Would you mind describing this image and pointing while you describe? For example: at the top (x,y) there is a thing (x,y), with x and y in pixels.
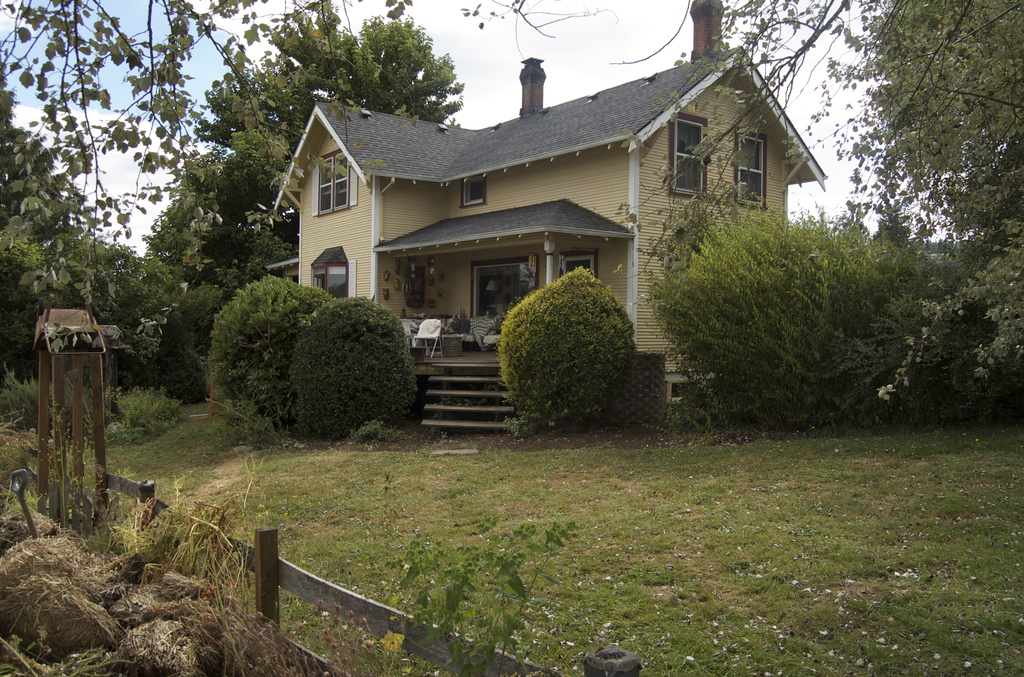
In this picture we can see a house (441,354). There are few chairs (432,327) and a table (455,348) in this house (436,366). We can see a few trees (86,103) on the right (966,367) and left side of the image (317,34). Sky (268,44) is blue in color and cloudy.
